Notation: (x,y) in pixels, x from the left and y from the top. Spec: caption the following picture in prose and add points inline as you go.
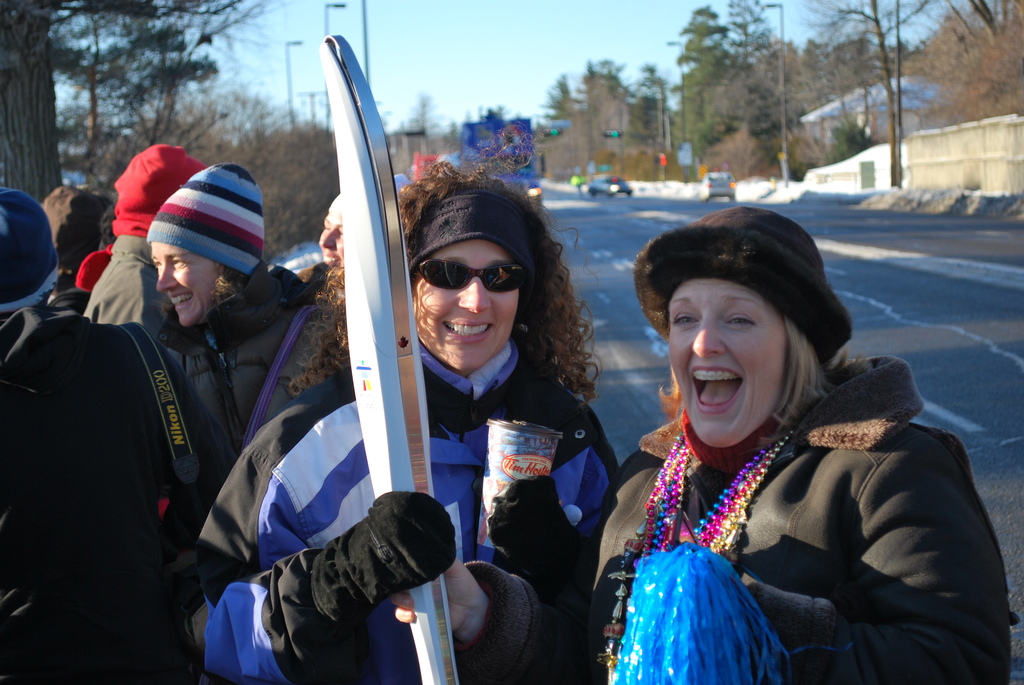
These people (65,289) wore jackets (787,489). Front these two people (321,431) are holding objects (667,595) and smiling. Background (195,32) it is blur. We can see trees (126,129), light poles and vehicles (717,184) are on the road (611,227).
